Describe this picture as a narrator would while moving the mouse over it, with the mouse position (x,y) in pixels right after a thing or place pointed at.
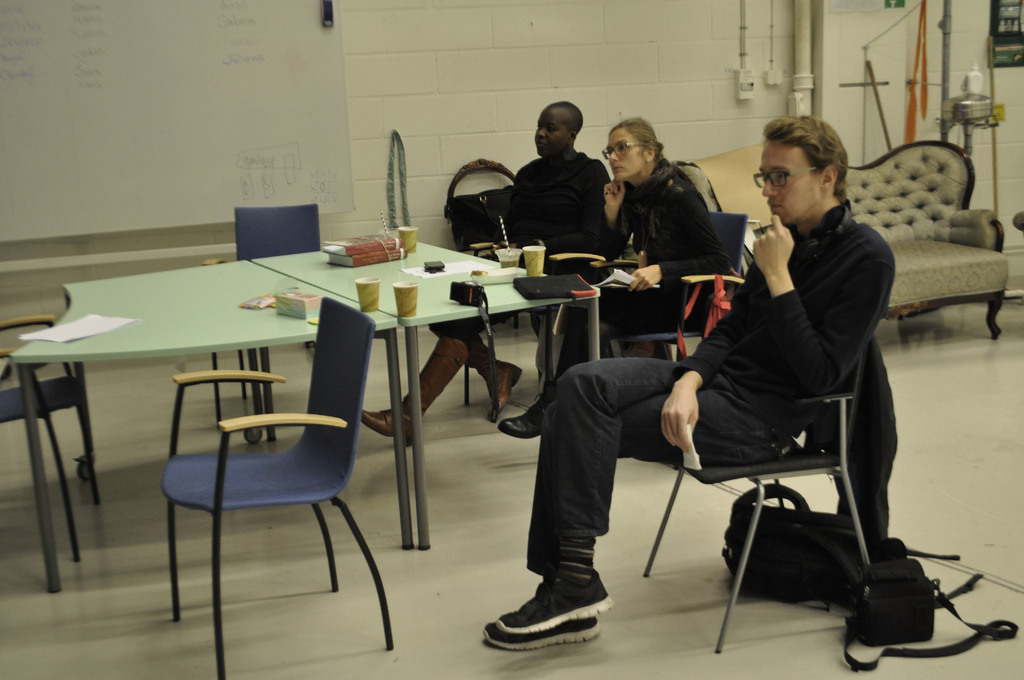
In the middle of the image (652,382) three persons (618,149) sitting on a chair (721,472). Behind them there is a couch (984,215). Top of the image (760,89) there is a wall (500,66). Top left side of the image (150,76) there is a board (236,8). In the middle of the image (409,255) there is a table (180,310), On the table (394,293) there are some books (372,244), cups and papers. Surrounding the table (380,317) there are some chairs (185,379).
